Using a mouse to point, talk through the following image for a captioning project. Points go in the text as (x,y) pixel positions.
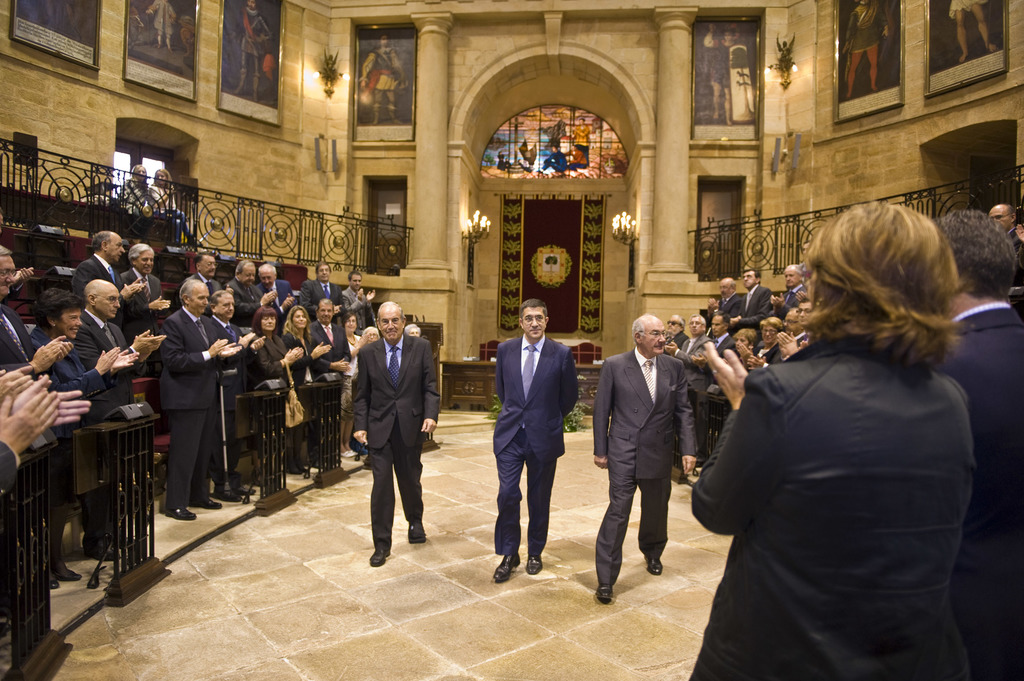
In this picture we can see some people (204,269) are standing, there are three men (652,438) walking in the middle (559,430), on the left side (323,426) and right side (696,428) there are railings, in the background (533,152) we can see stained glass (552,138) and lights (321,70), we can also see photo frames (867,64) in the background (721,73).
